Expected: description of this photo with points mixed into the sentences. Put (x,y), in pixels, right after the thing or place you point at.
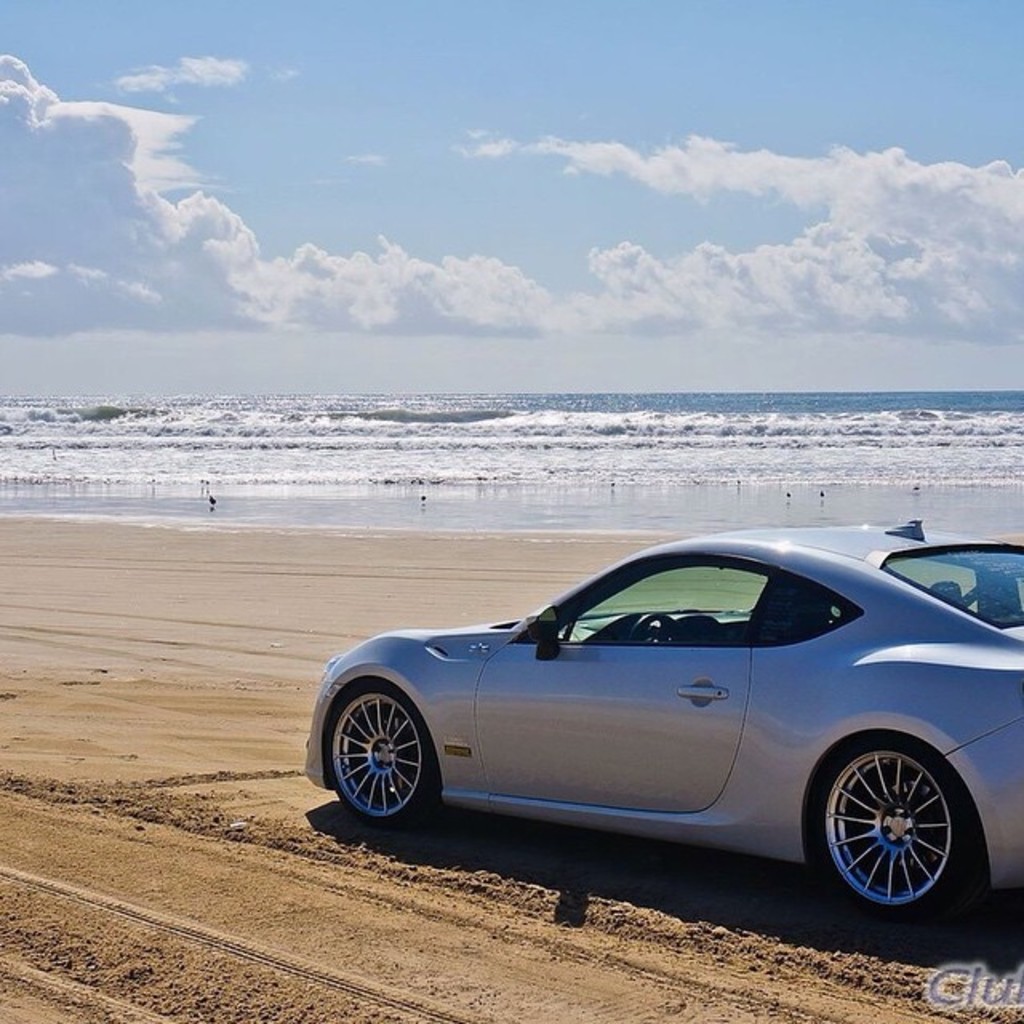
This image is taken outdoors. At the top of the image (256,249) there is a sky (525,274) with clouds (808,298). At the bottom of the image (277,927) there is a ground (203,594). In the middle of the image (557,413) there is a sea (808,419) with waves (786,419). On the right side of the image (873,625) a car (659,801) is parked on the ground (582,575).
